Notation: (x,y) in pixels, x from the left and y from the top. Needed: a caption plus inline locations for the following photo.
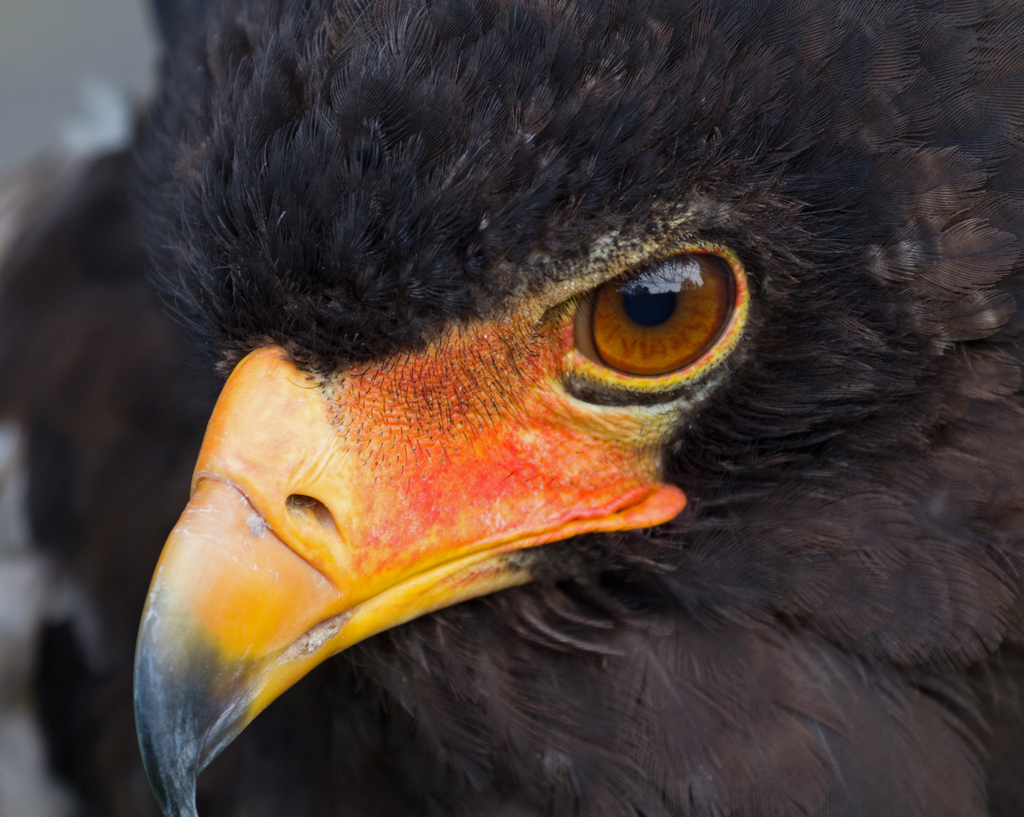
In this image we can see nose (312,455) and eyes (665,293) of a bird (497,410) which is black in color and we can see nose (257,546) is of yellow, orange and black color.
